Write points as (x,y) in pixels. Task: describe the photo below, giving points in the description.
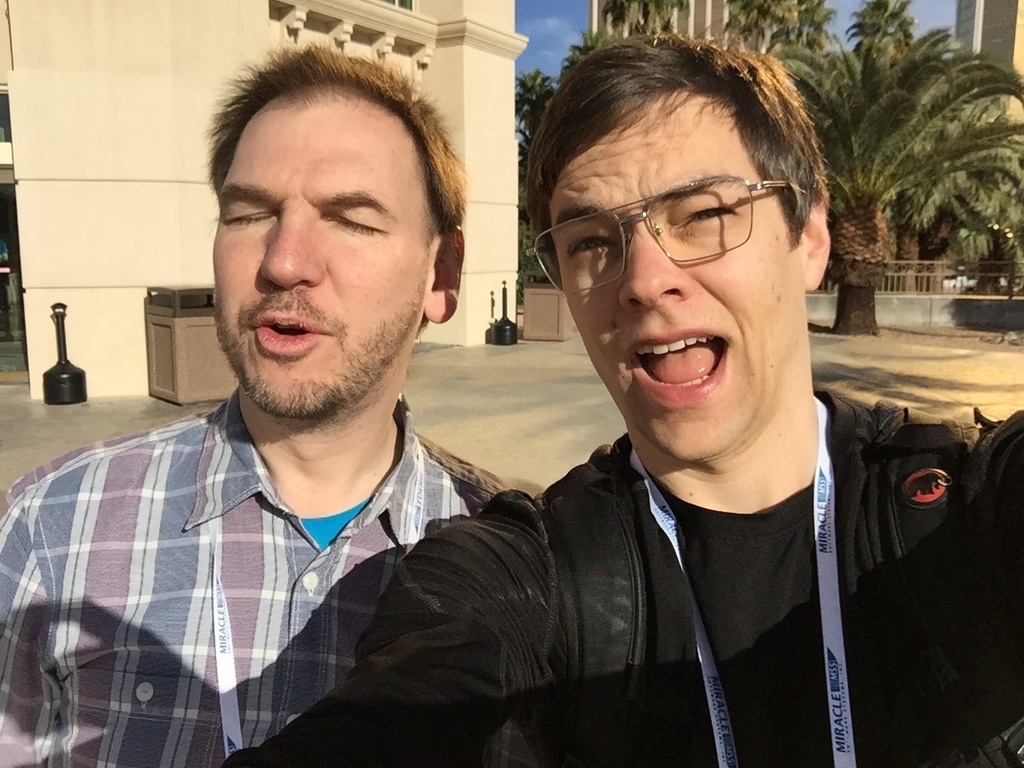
In this picture we can see two men (494,487) and the right side person (594,489) wore spectacles (604,262), behind them we can find few buildings (481,215), trees (936,120) and fence (947,269).
